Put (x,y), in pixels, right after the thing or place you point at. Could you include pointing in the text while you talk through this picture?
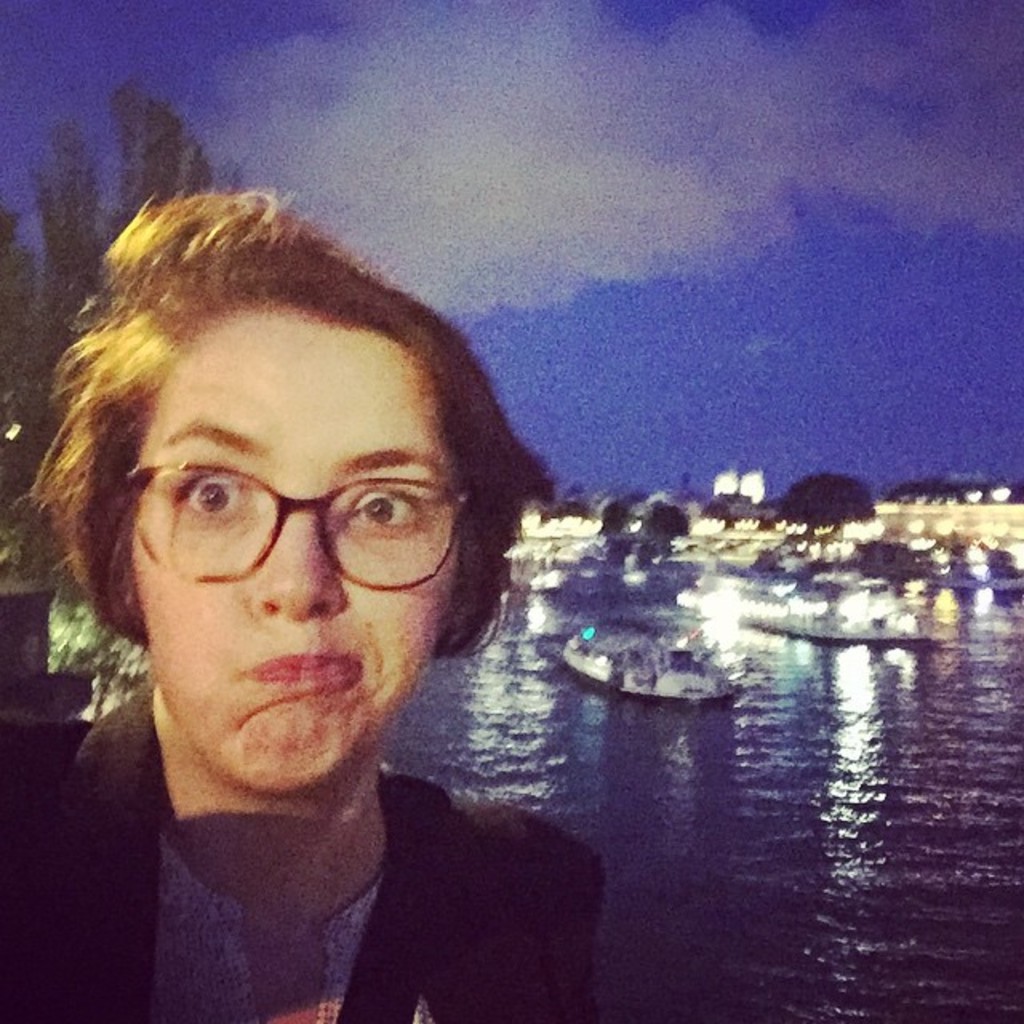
In the foreground of the image (230,948) there is lady (339,777). In the background of the image (535,681) there is water (759,690), ships (766,626), buildings (745,520), sky (752,438) and trees (67,174).
